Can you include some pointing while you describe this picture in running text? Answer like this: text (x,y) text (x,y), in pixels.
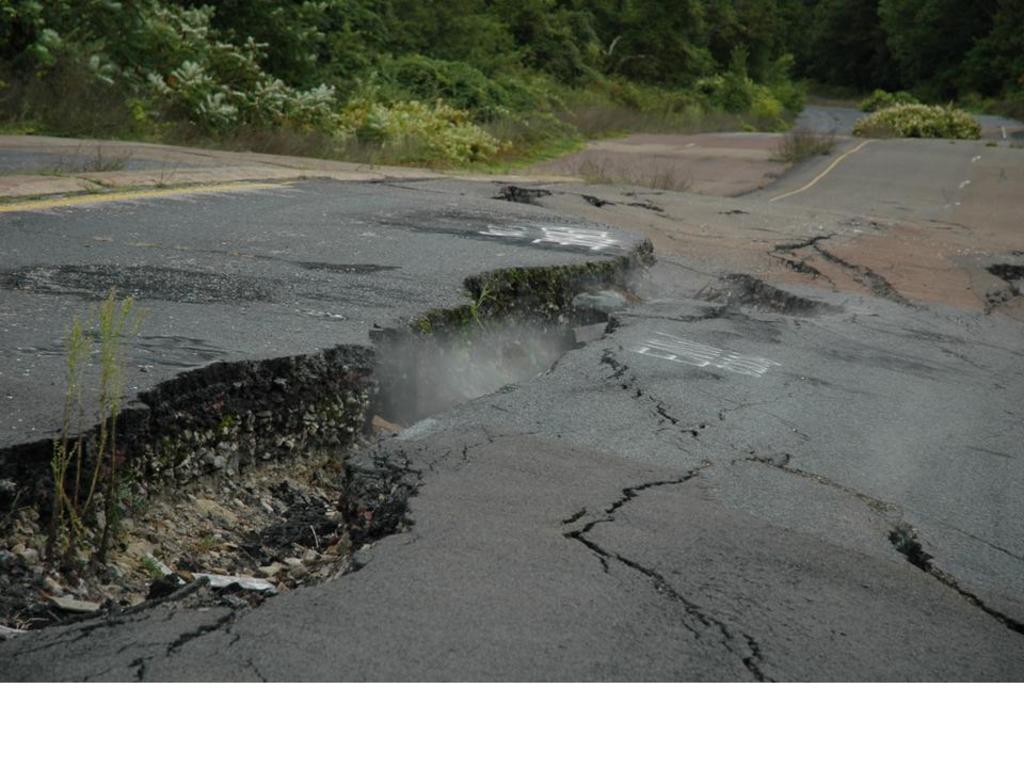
In this image there is a road (549,414) having cracks (311,501). Left side (62,547) there are plants (123,497) in between the road (129,439). Background (457,136) there are plants (510,65) and trees (550,7).
